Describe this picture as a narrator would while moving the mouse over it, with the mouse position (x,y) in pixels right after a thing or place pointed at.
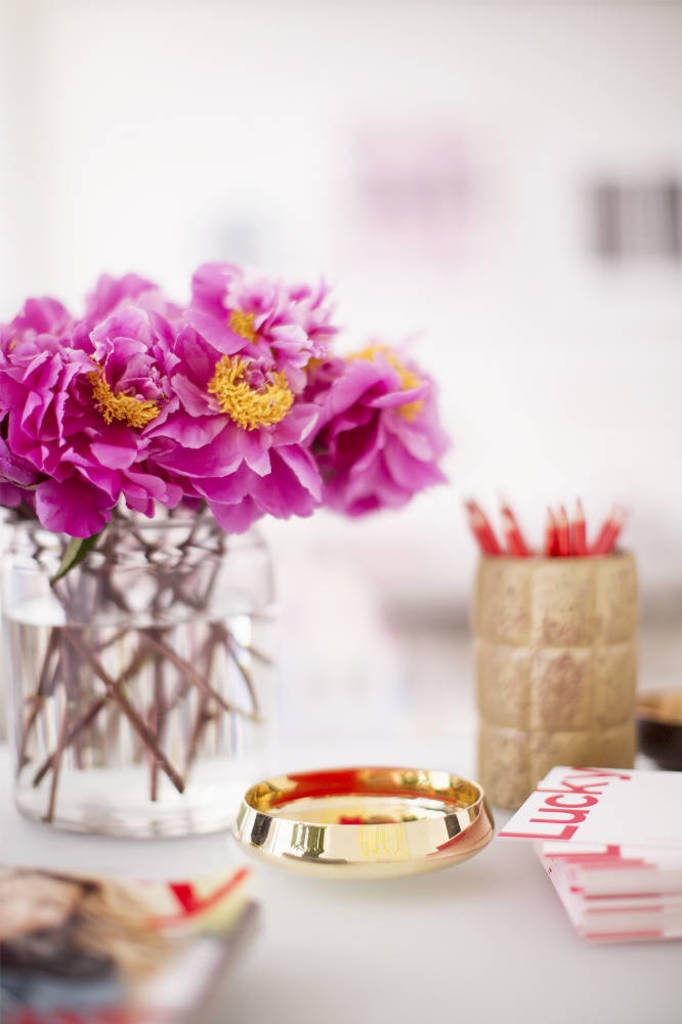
In this picture there are pink color flowers (219,411) in the bottle (226,732) and there are pencils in the box (544,658) and there are bowls (431,792) and papers (561,807) on the table (535,914). At the back (676,225) there are frames (675,201) on the wall (445,267).
